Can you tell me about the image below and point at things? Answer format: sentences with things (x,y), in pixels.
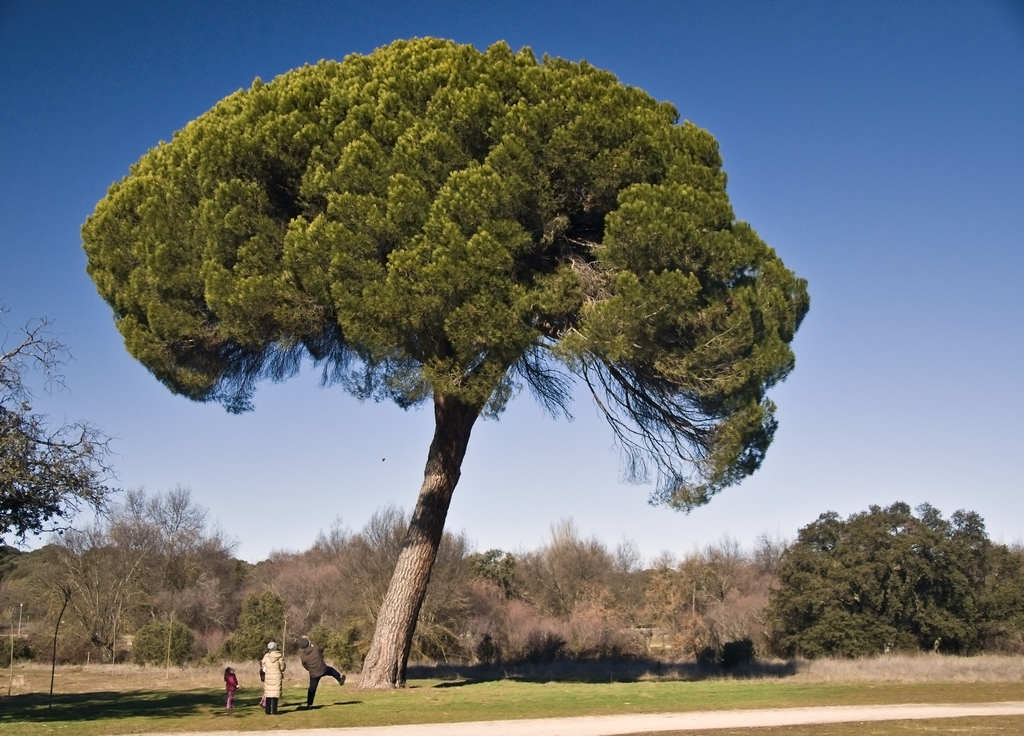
Here we can see two kids (226,683) and a person (269,667) standing on the ground (246,672) and next to them there is a person (323,664) in motion on the ground (337,725). In the background (303,507) there are trees (169,329), grass (155,726) and sky (466,493).
